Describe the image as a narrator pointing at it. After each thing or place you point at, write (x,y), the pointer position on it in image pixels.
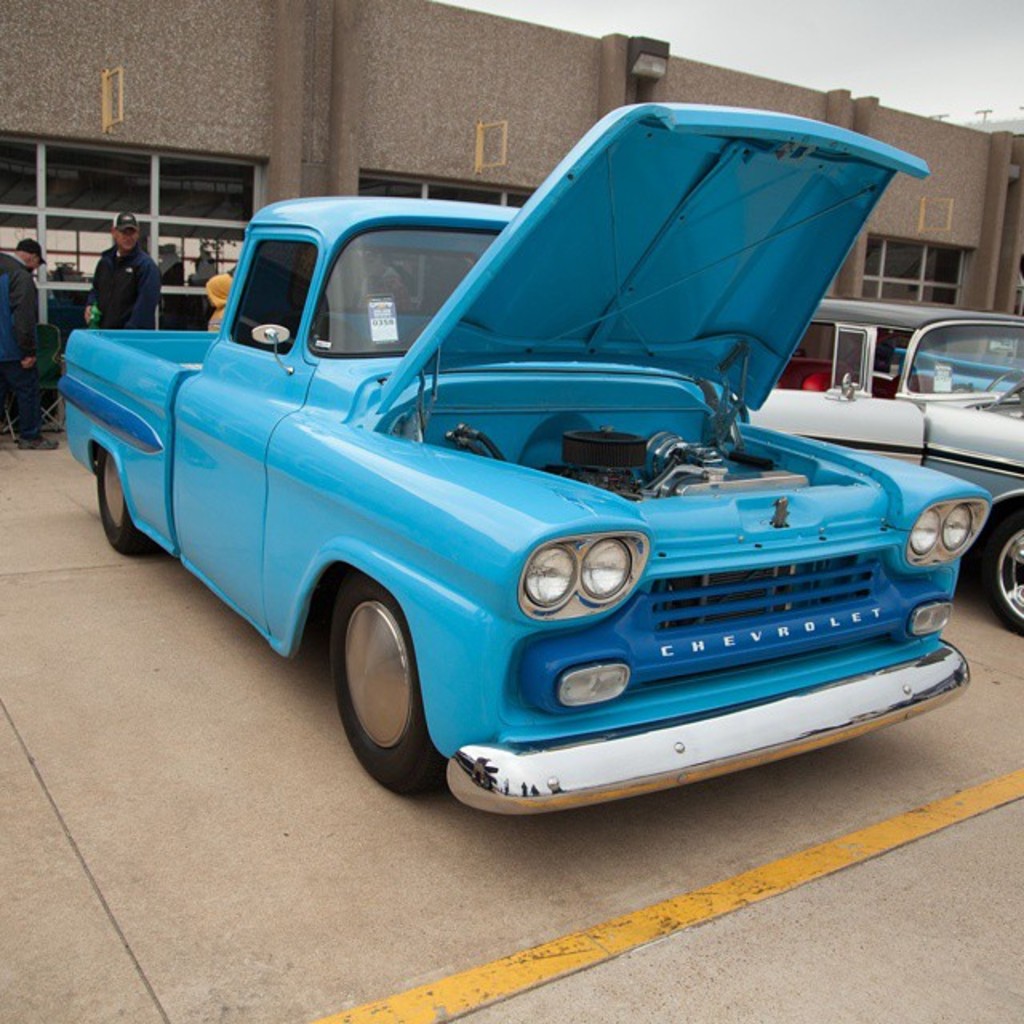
In the image I can see vehicles (740,545) on the road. The vehicle (617,358) on the left side (334,462) is blue in color. In the background (337,186) I can see people (134,284), a building (528,193), the sky (878,77) and some other objects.
